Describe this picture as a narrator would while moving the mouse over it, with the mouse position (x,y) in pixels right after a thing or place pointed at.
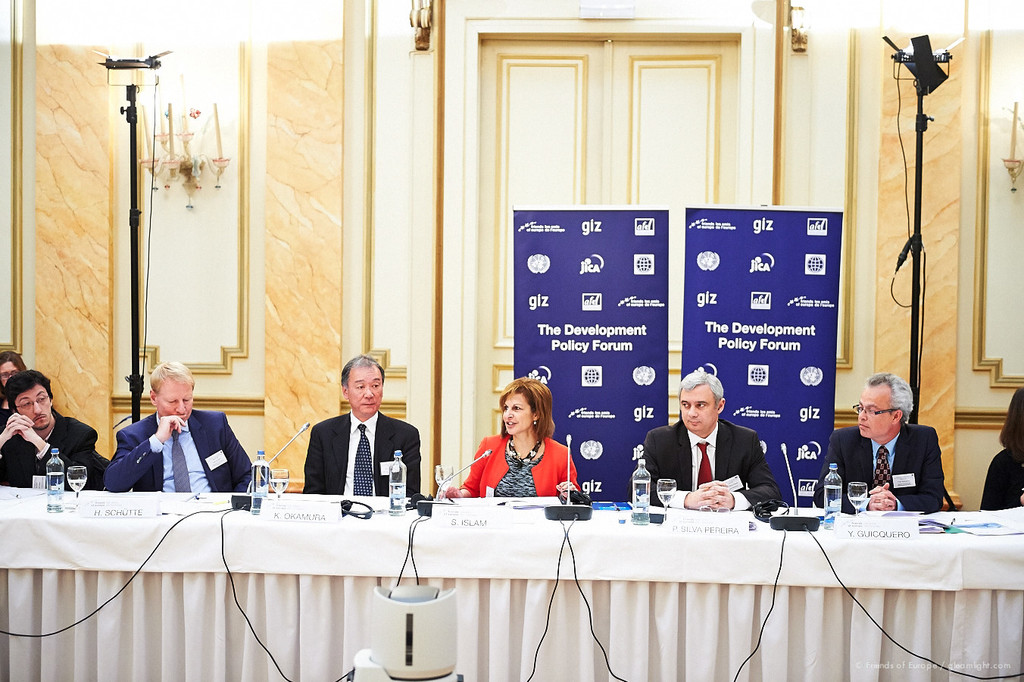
In this image I can see six people (697,414) sitting on the chair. In front (791,542) there is a table (653,537). On the table (602,525) there is a mic (571,511), stand (558,512), water bottle (642,465), glass (667,484) and a boards (723,528). At the back side (506,253) there is a banner (578,271) and a wall (452,260). There are five mans (354,448) and a one woman (504,466).
